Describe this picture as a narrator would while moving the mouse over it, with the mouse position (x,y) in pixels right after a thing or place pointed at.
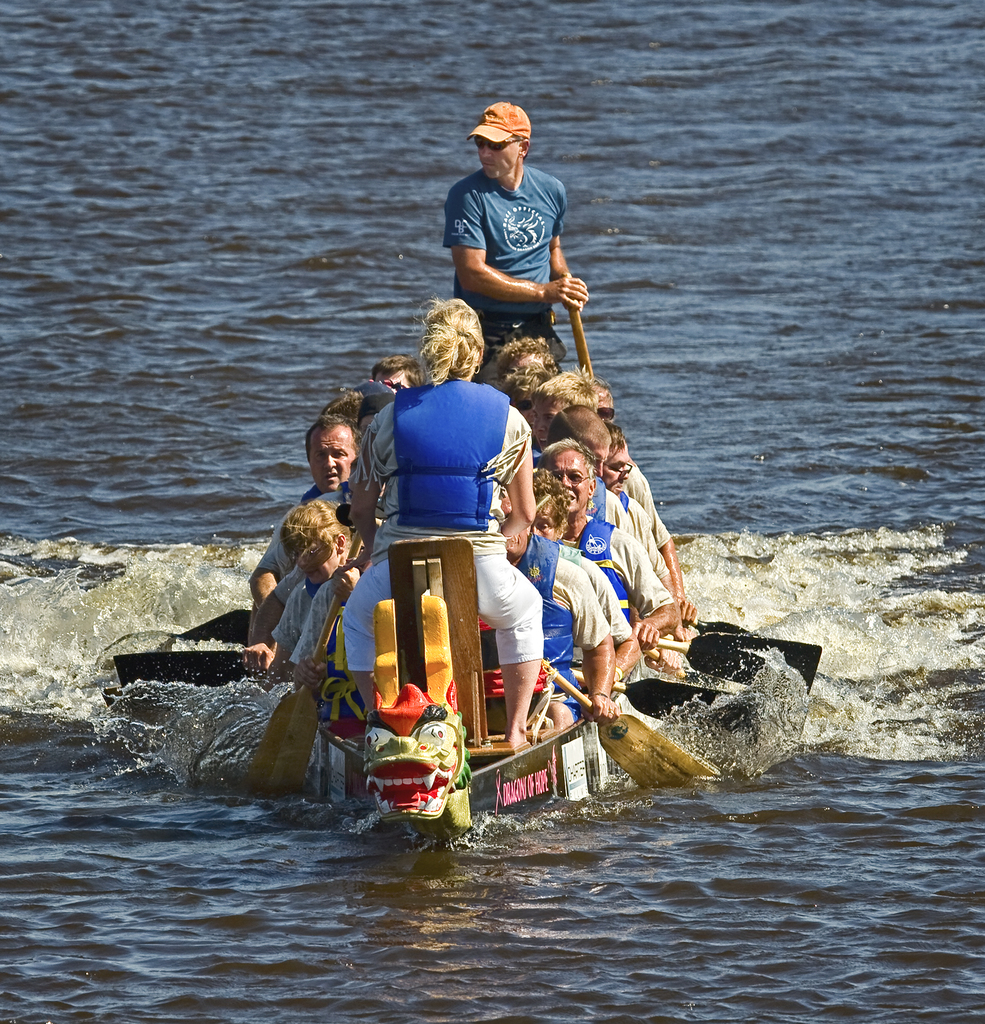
In this image in the center (457,446) there are persons (304,667) sitting in the boat (465,638) and rowing. In the background (389,222) there is an ocean (349,188).
